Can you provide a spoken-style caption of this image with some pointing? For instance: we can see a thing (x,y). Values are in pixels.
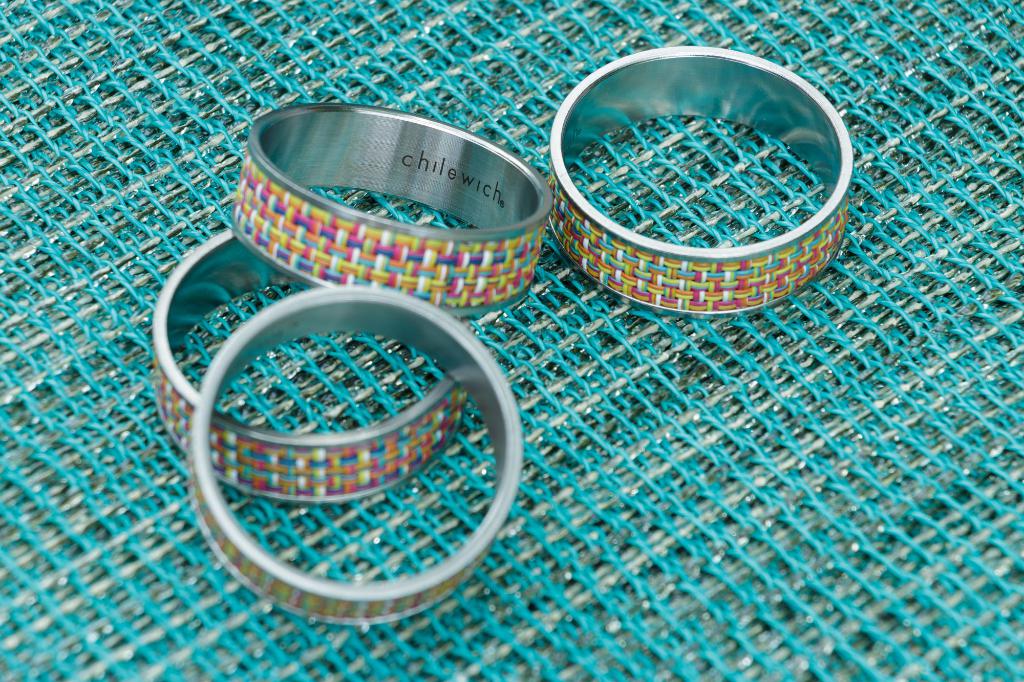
In this image, I can see four finger rings (466,199), which are placed on a mesh (467,420).
